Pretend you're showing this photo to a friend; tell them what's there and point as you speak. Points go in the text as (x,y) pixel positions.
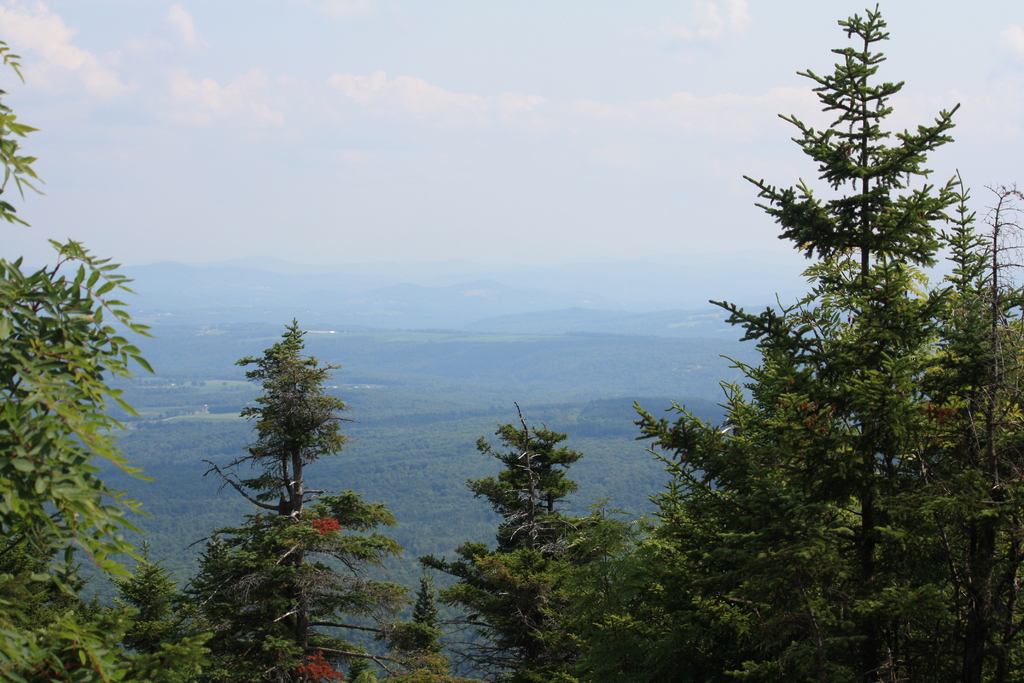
In this image I can see few trees (869,622) in the front (525,658). In the background (621,467) I can see number of trees (423,406), mountains (564,319), clouds (712,94) and the sky (370,167).
